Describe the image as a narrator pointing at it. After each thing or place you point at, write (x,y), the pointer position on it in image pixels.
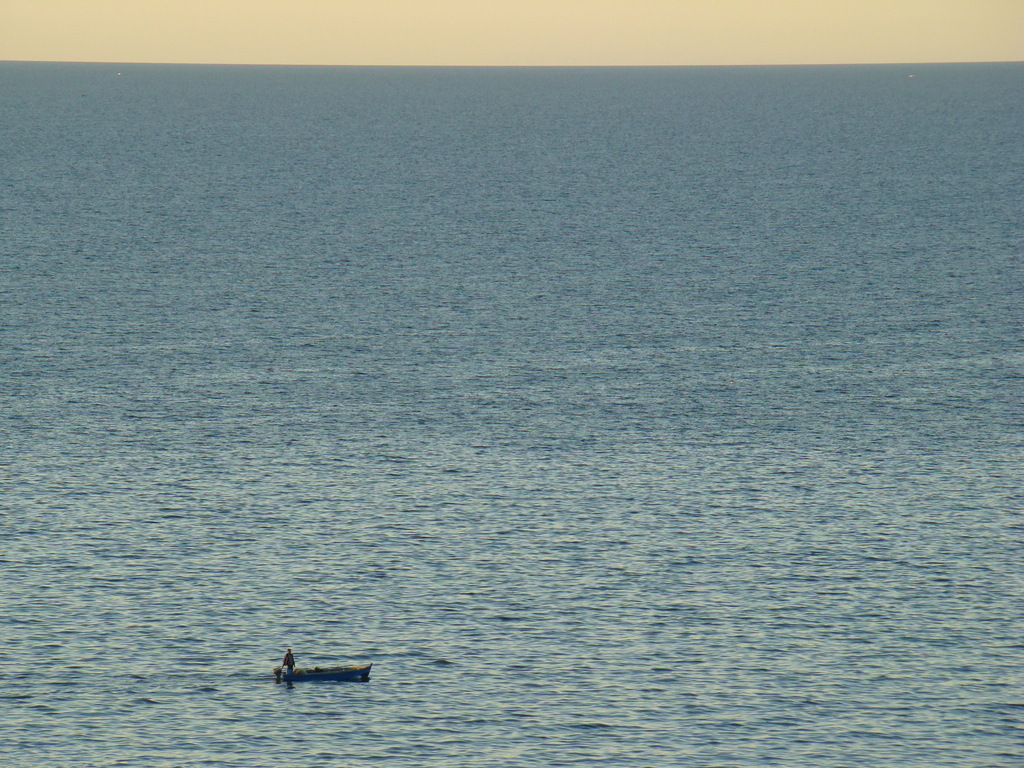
In this image, we can see a boat (334,673) and a person (289,666) on the sea (580,377).
